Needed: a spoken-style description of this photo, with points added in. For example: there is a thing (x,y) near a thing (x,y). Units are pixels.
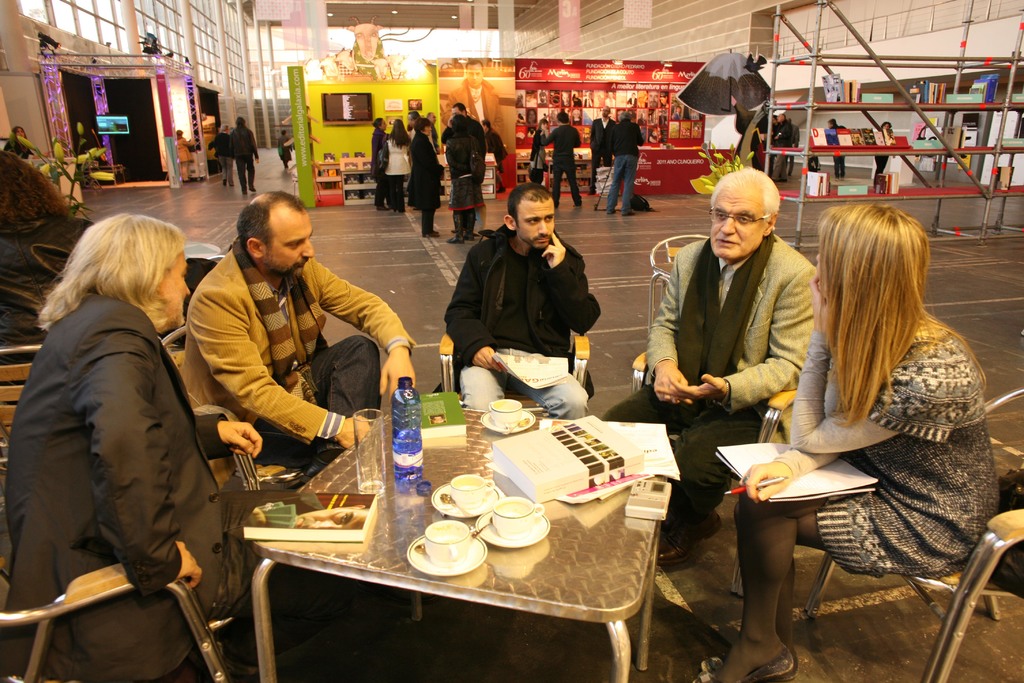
people (267,403) are seated on the chairs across the table (551,588), in a building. on the table (559,568) there are books (324,524), bottle (398,446), glass (381,472), cup (456,531), saucer (481,553). the person (835,431) at the right (846,447) is holding a book (820,487) and a pen (776,484) in her hand (761,476). behind them there are people (566,169) standing and there are stalls (417,97) at the back (156,103) and right.
